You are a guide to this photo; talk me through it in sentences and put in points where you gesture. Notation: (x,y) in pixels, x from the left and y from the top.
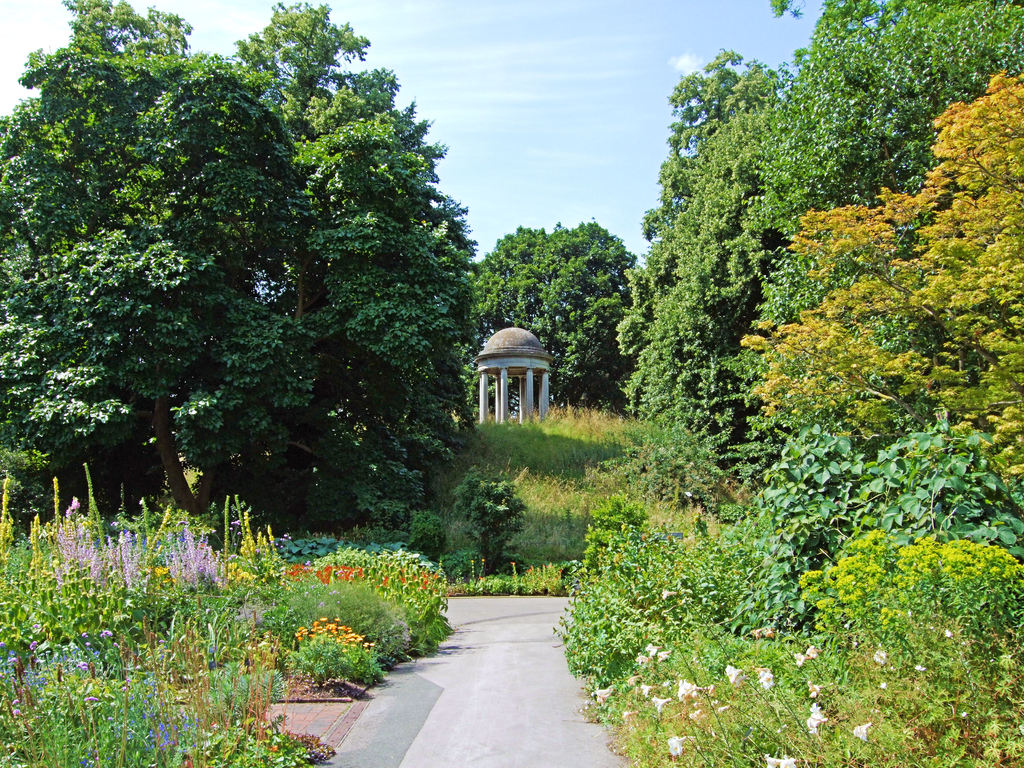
In this image we can see pillars (501,378), trees (461,314), plants (429,557), roads (437,724), flowers (644,661), grass (565,446), sky (586,154) and clouds (451,72).
